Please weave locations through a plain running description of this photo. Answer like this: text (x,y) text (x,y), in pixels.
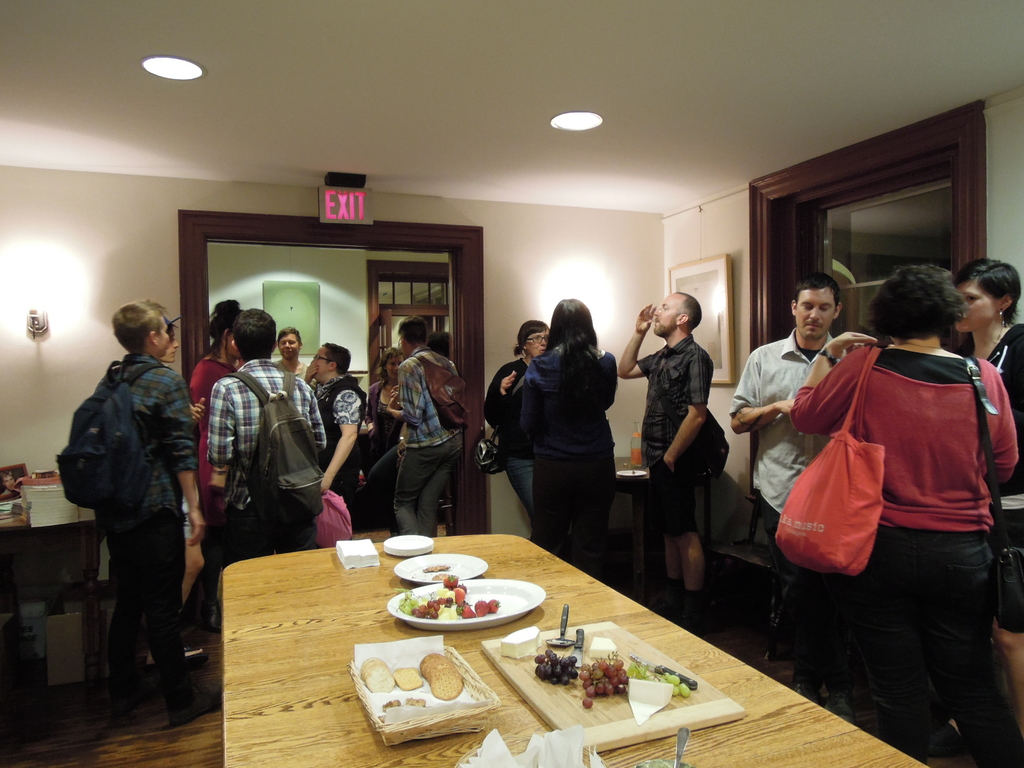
In this picture we can see a group of people (405,404) carrying their bags (875,496) and standing and here we can see table (322,587) and on table (668,642) we have basket (420,734), plate (429,619), papers (348,545), spoons (563,628) and some food item (422,605) and in background (223,271) we can see wall (396,257), window (434,286), light (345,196), frame (715,309).
